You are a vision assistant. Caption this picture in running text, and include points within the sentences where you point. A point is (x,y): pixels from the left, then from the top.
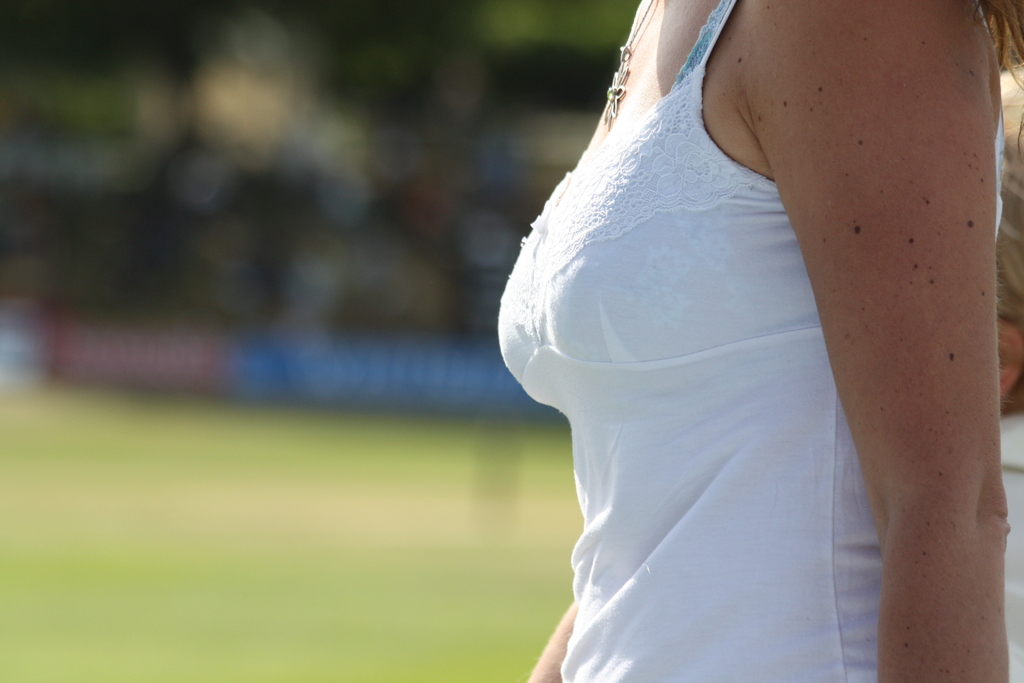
In the picture there is a woman (928,236) present on the ground (332,475).
